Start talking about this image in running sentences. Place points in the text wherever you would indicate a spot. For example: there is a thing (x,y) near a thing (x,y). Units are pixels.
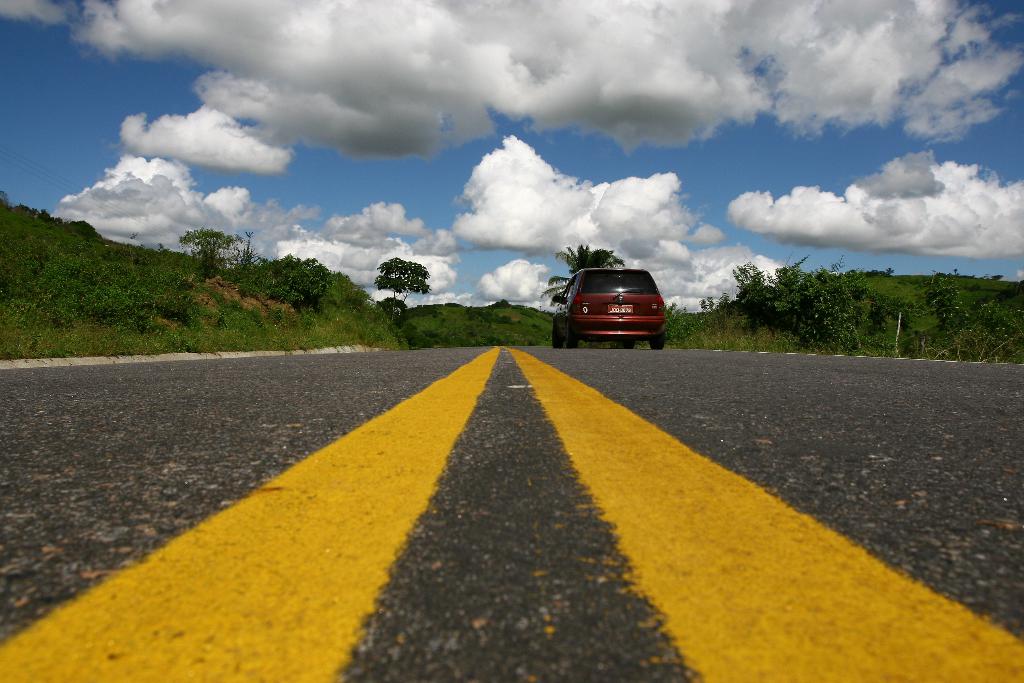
In the background (312,229) we can see a clear blue sky (618,154) with clouds (724,118). On either side of the road (642,364) we can see trees (393,280) and grass (919,292). We can see yellow lines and a red car (580,298) on the road (565,478).
